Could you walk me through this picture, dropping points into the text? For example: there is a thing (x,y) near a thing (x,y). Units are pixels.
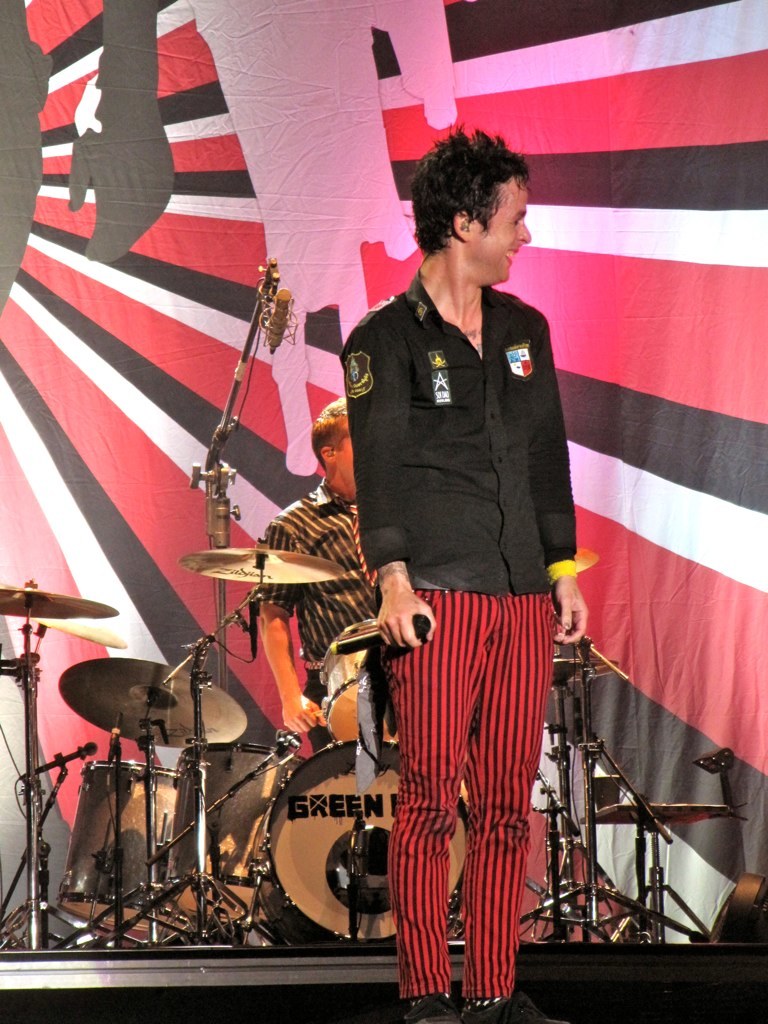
In this image we can see a man (555,465) is standing and holding a mic (423,622) in his hand (405,631). In the background (458,881) we can see a person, musical instruments (26,631), mic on a stand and a banner (168,309).
